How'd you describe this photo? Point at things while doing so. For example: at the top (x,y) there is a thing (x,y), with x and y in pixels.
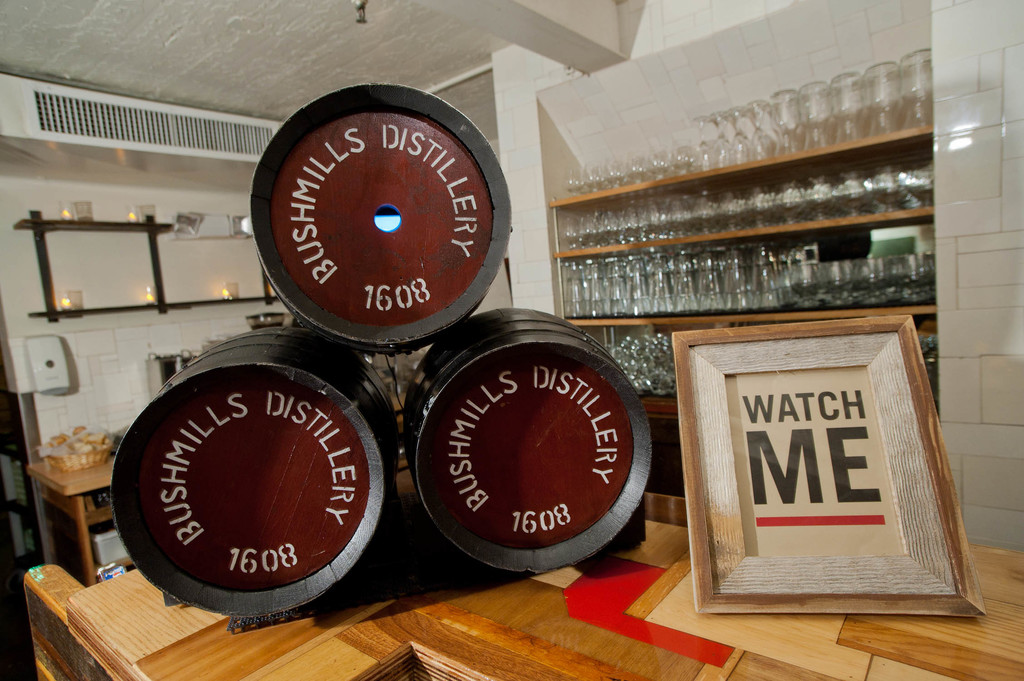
In this picture those look like the barrels (437,360) on the left side (306,490), on the right side (892,374) there is a photo frame (843,485). In the background (771,277) there are glasses (732,250) on the shelves (695,236), on the left side (216,226) I can see the lights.
